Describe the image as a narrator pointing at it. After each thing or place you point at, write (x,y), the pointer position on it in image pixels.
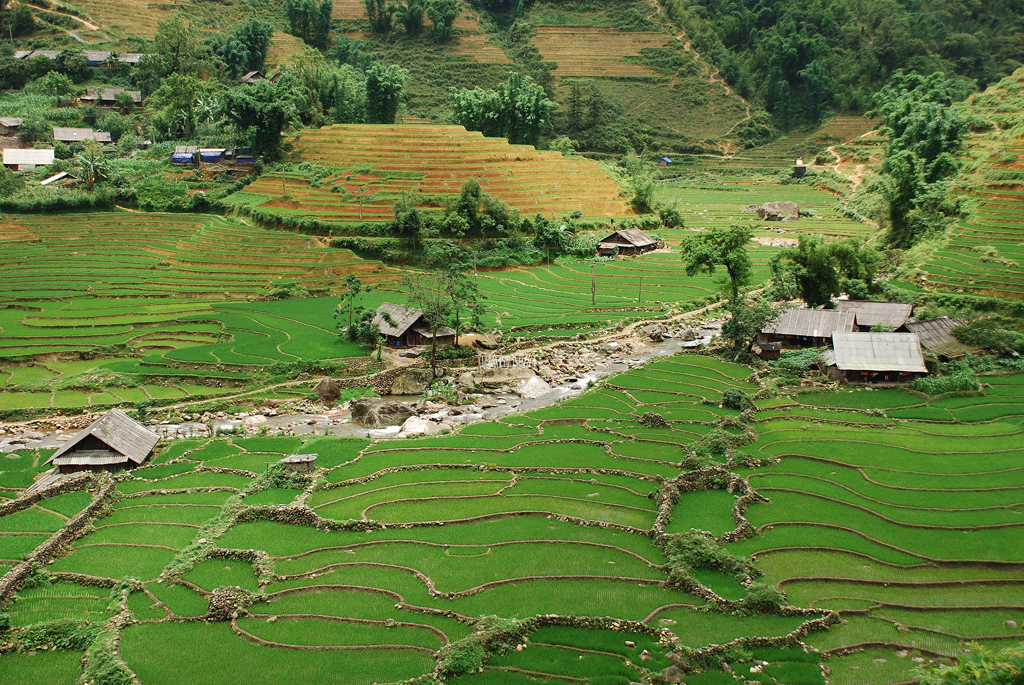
This is an outside view. In this image I can see many fields (597,554) and few houses (61,132). In the middle of the image (518,406) there is a stream (496,408) and also there are few rocks (535,371). At the top of the image (841,56) there are many trees (832,29).
